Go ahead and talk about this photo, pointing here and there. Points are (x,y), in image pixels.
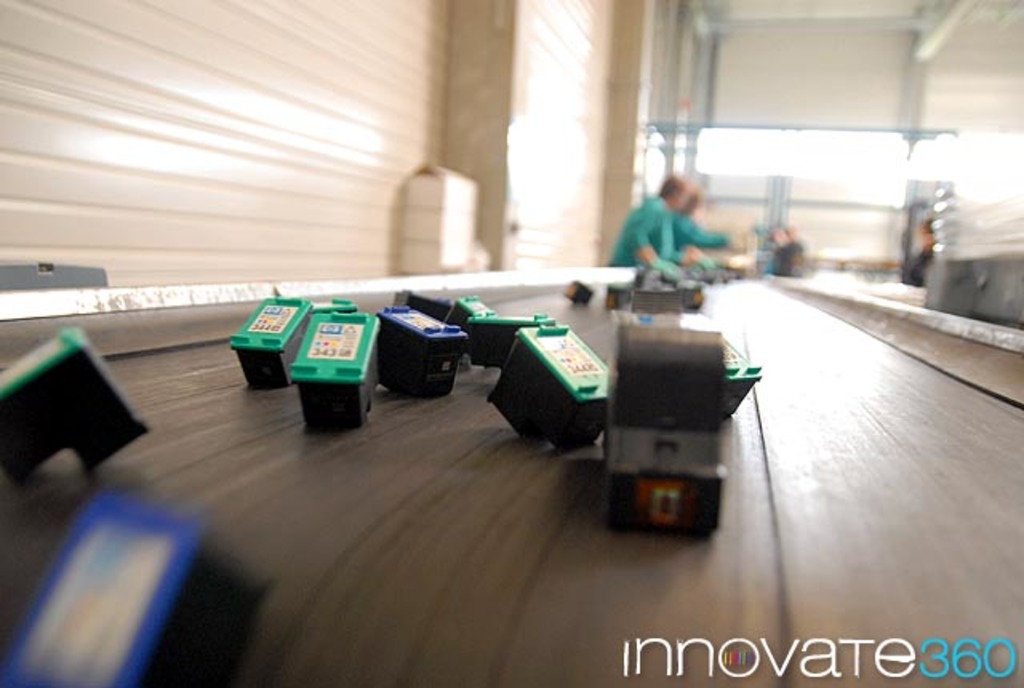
In the center of the image (477,448) there is a table (754,431). On table (411,398) we can see some objects (665,423) are present. At the top of the image (251,76) wall (359,88) is there. In the middle of the image (662,253) two persons (695,229) are standing.
